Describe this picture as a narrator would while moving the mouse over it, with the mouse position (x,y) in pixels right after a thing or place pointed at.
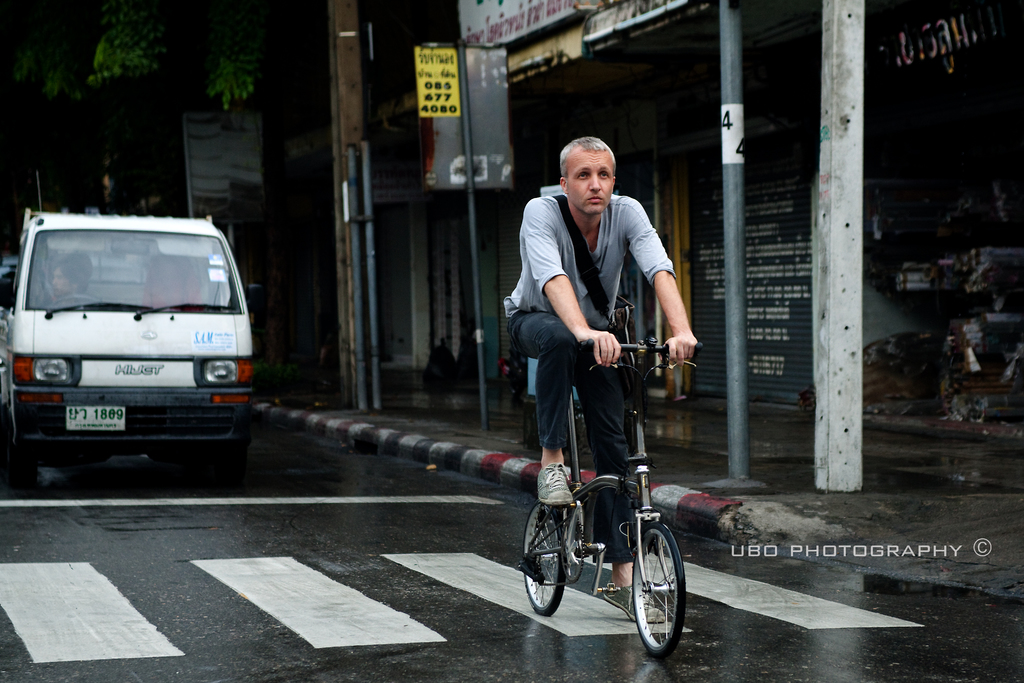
In this image we can see a person (618,474) on a bicycle (633,578) and there is a vehicle (91,306) on the road (138,579) and we can see a person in the vehicle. On the right side (690,407) we can see the side walk (706,450) and there are some poles (343,369) with the boards (218,203) and we can see the building (645,304) with some stores (427,235).
